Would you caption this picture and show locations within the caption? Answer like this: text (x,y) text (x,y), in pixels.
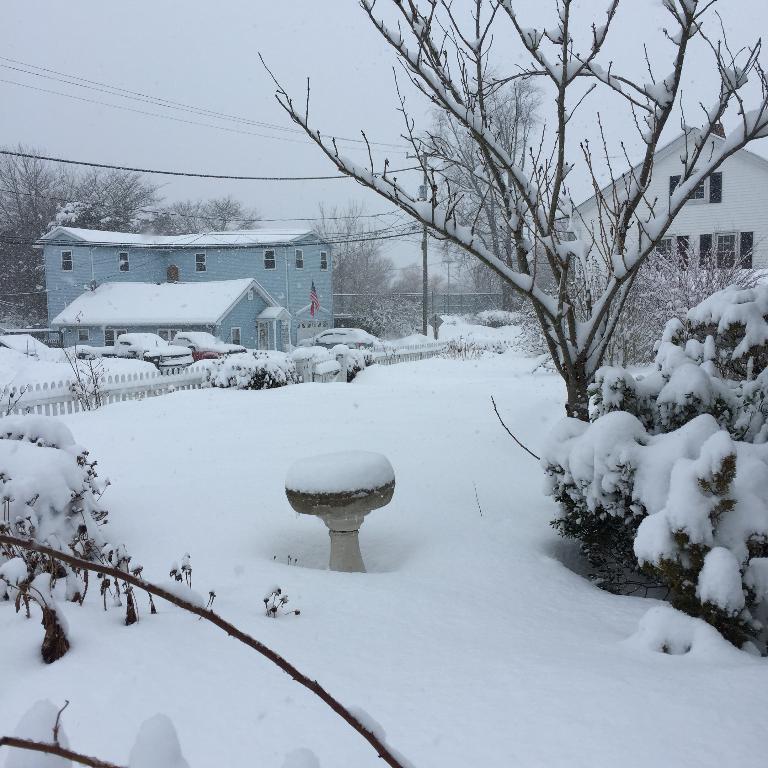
In the image we can see there are buildings (296,283) and these are the windows (272,263) of the buildings (706,241). Everywhere there is a snow (459,537), white in color. This is a plant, trees (180,204), fence (122,376), electric pole (423,177), electric wires (137,94) and a sky (177,46).
